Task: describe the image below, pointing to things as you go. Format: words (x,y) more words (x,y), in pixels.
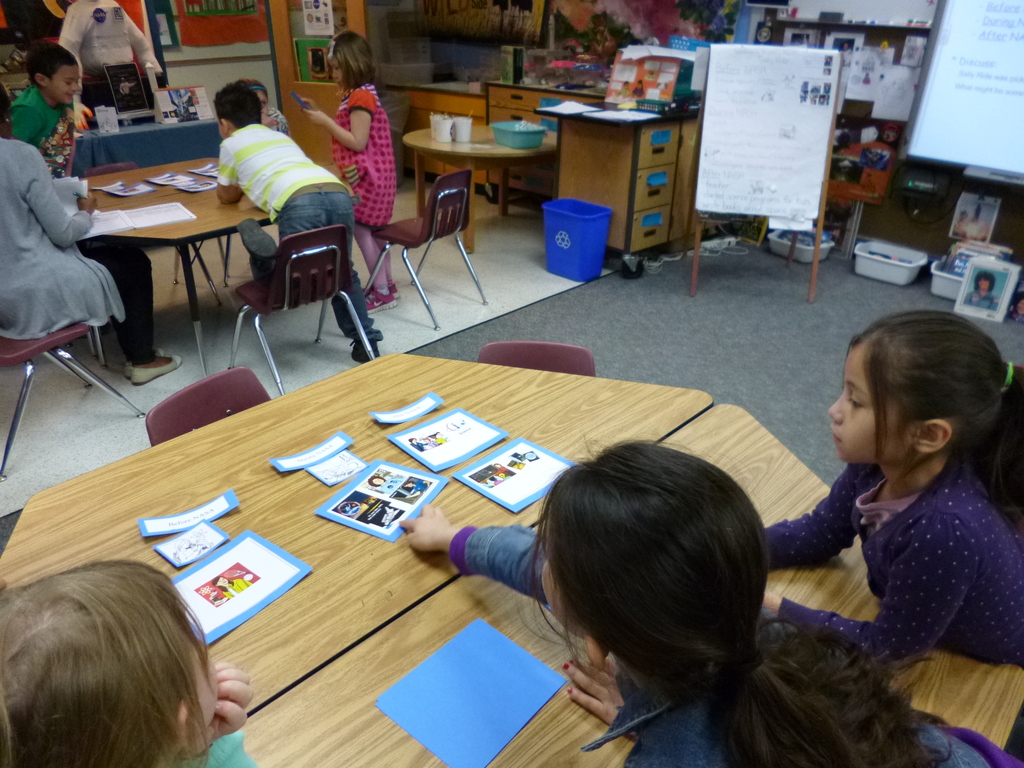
As we can see in the image there are posters (864,88), few people (45,264) here and there and there are chairs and tables (295,597). On table (313,540) there are some cards (371,508).
